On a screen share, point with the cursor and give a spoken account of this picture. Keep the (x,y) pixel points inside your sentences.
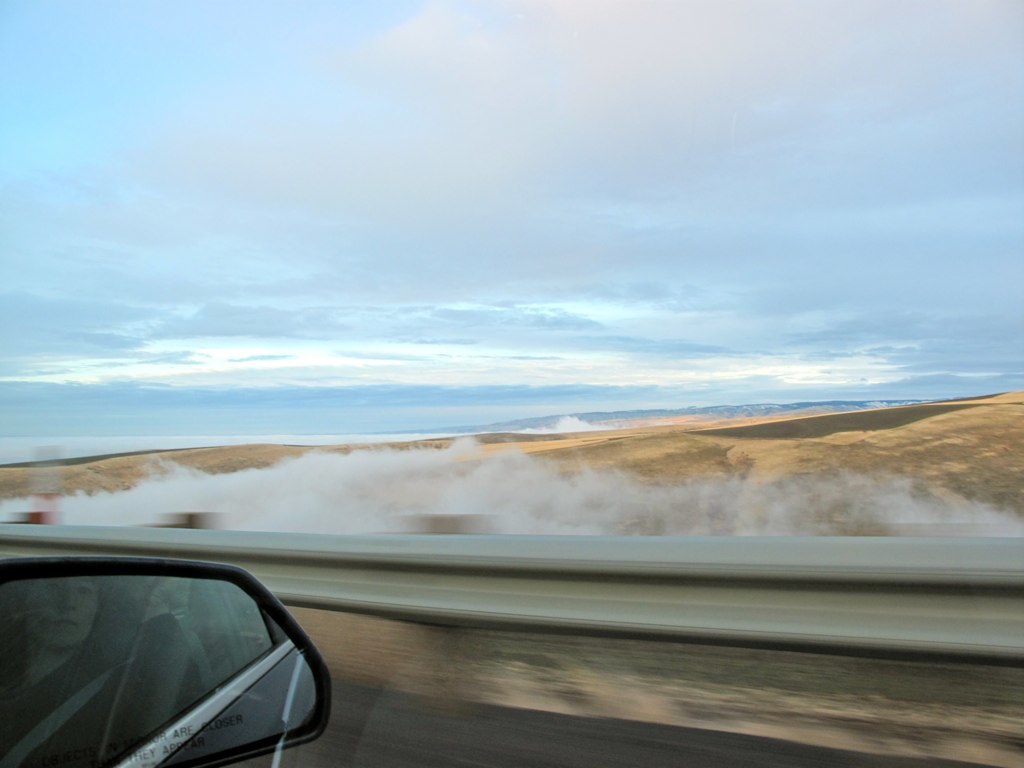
In this image there is the sky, there is smoke (545,489) on the ground (668,432), there is a fencing (309,547) truncated, there is road (520,740) truncated towards the bottom of the image (535,750), there is a mirror (131,637) truncated towards the bottom of the image (52,622), there is a person (52,665) visible in the mirror (122,642).
